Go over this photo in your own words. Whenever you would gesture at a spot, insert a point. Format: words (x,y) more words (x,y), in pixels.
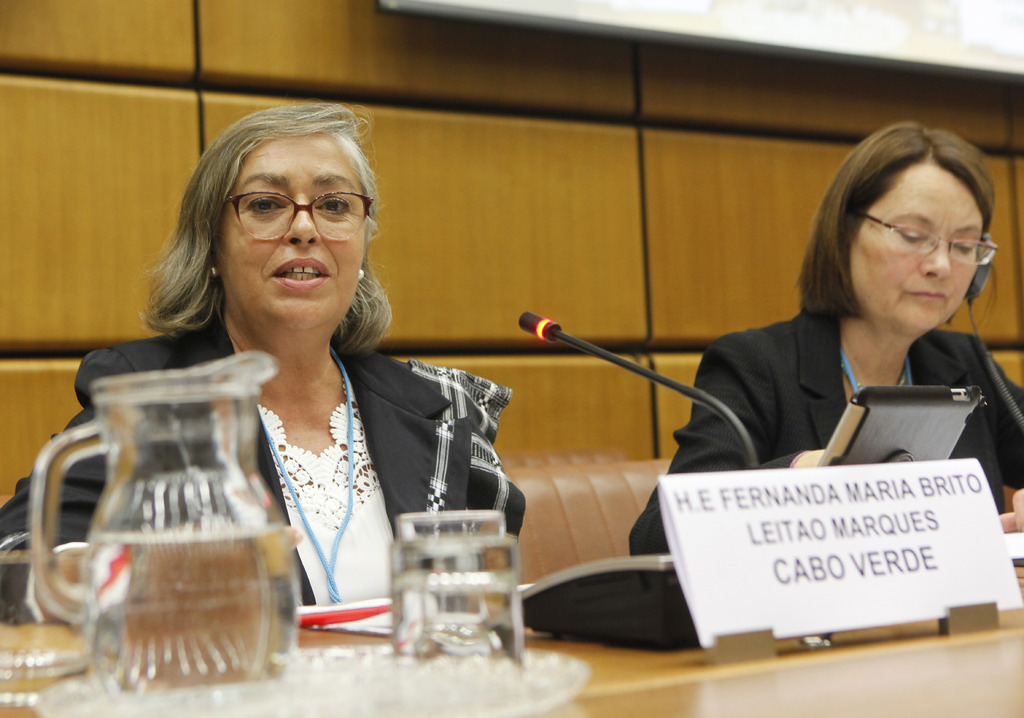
In this image we can see two women (765,427) wearing spectacles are sitting. In the foreground (926,632) we can see glasses (484,606), jar (193,630), a microphone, a board (938,500) with some text (912,503) and a device (921,440) placed on the table (614,696). In the background (820,73), we can see a screen (881,15) and the wall (626,179).
